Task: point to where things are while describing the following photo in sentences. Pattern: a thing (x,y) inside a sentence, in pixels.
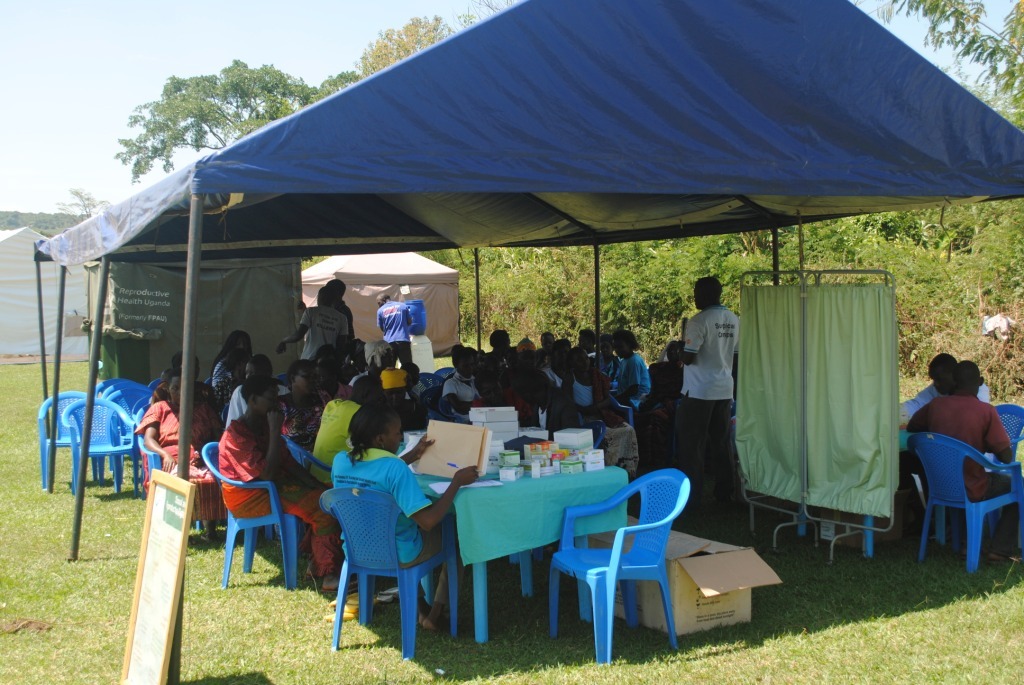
In the center of the image (487,230) we can see one tent (428,181). Below the tent (442,237), we can see a few people (408,480) are sitting, few people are standing and few people (436,519) are holding some objects (447,443). And we can see the poles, boxes (732,611), one green color cloth (785,370), one banner (175,537), chairs (594,570), tables (523,554), grass (5,451) and a few other objects (447,456). On the table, we can see boxes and a few other objects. In the background (76,142) we can see the sky (67,129), clouds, trees (261,95), tents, grass (12,526) and a few other objects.
